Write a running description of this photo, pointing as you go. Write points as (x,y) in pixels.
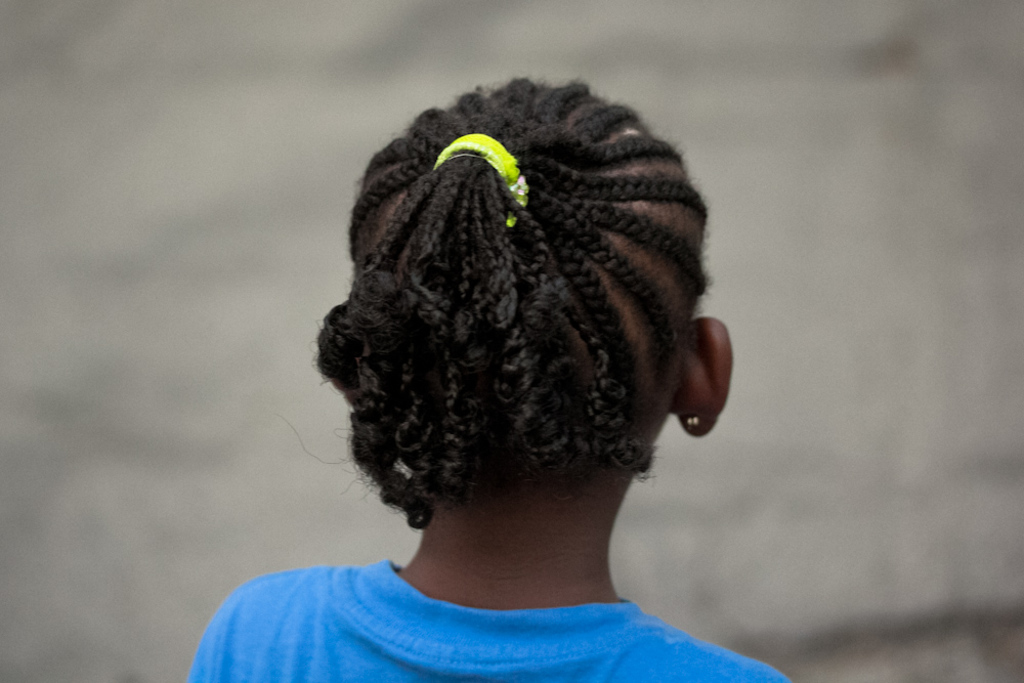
In this picture we can see a kid (512,577) in the blue t shirt (537,661).
